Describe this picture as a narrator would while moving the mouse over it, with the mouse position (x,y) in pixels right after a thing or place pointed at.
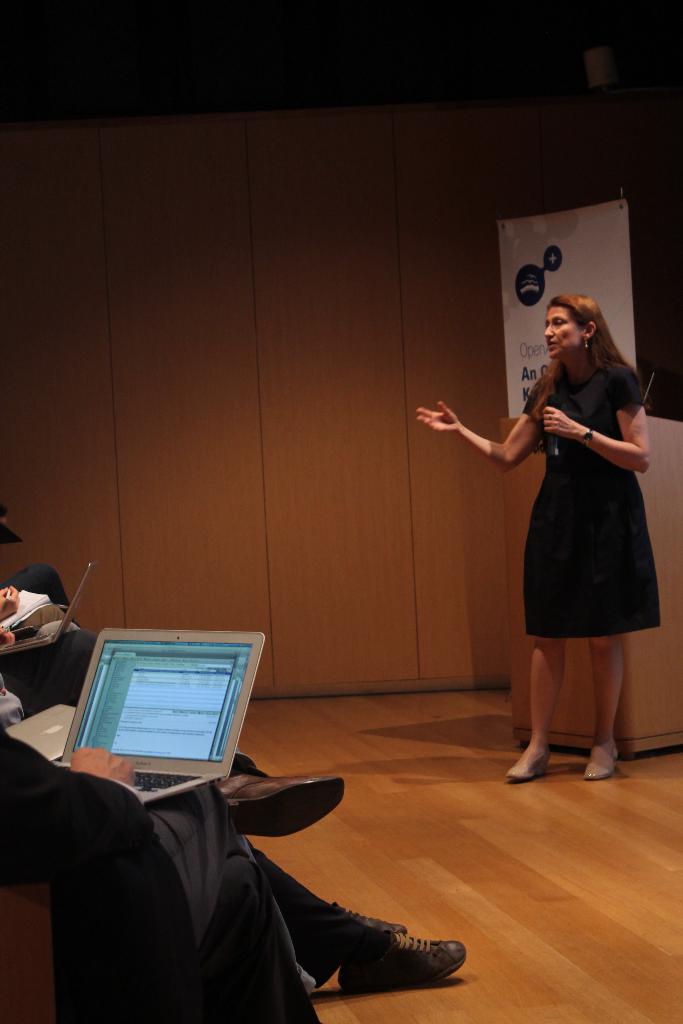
In this picture I can see group of people (174,907) sitting, there are laptops (178,753), there is a woman (472,435) standing and holding a mike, there is a podium (663,455), board (516,390) and a wall (302,244).
